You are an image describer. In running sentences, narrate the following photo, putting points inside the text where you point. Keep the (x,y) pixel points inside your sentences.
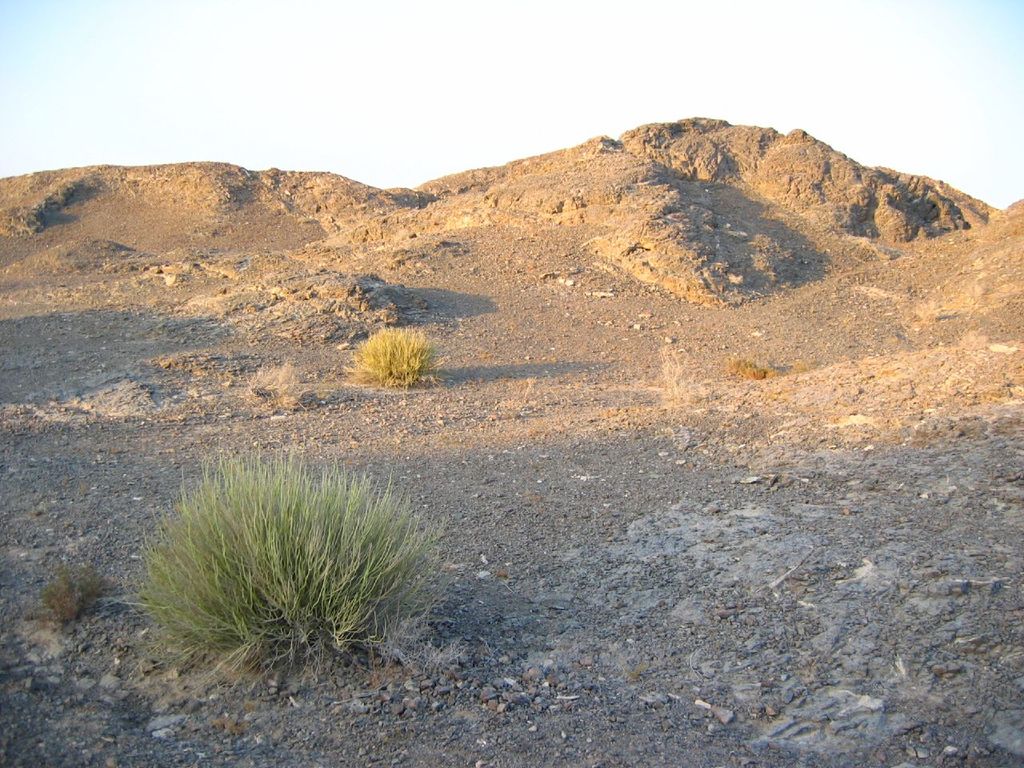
In the foreground of the image (368,659) there is grass (384,550), stones (301,739). In the background of the image (486,120) there are rock structures (202,187) and sky (372,114).
